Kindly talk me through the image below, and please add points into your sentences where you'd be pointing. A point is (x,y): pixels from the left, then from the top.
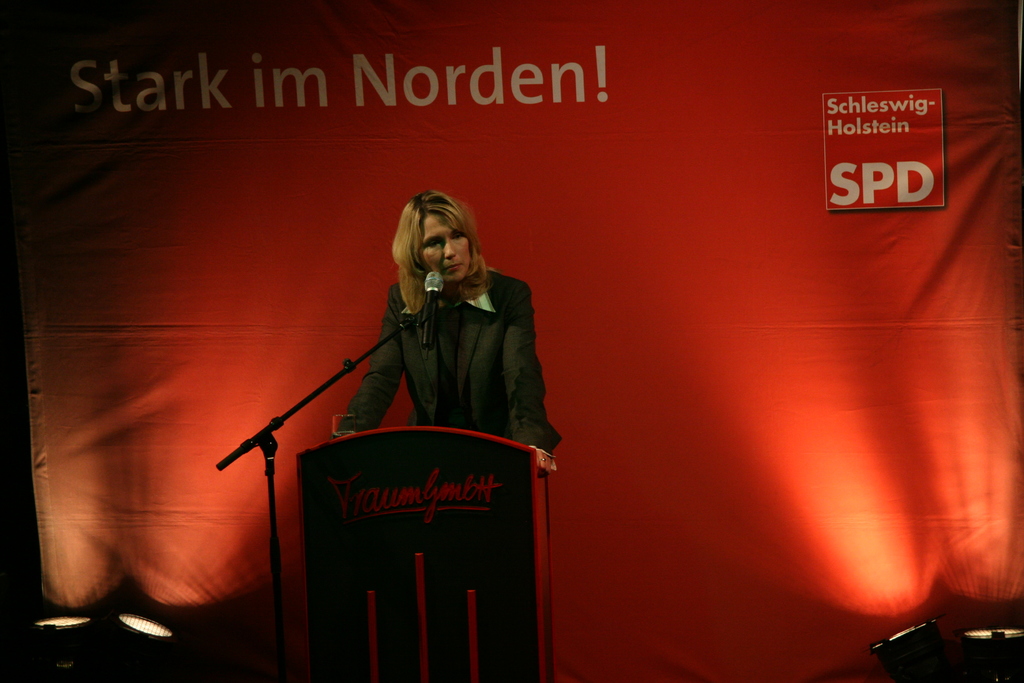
In this picture I can see a person (401,307) standing near the podium (546,510). I can see a mike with a mike stand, and in the background (468,145) there are focus lights (998,664) and a banner (483,154).
